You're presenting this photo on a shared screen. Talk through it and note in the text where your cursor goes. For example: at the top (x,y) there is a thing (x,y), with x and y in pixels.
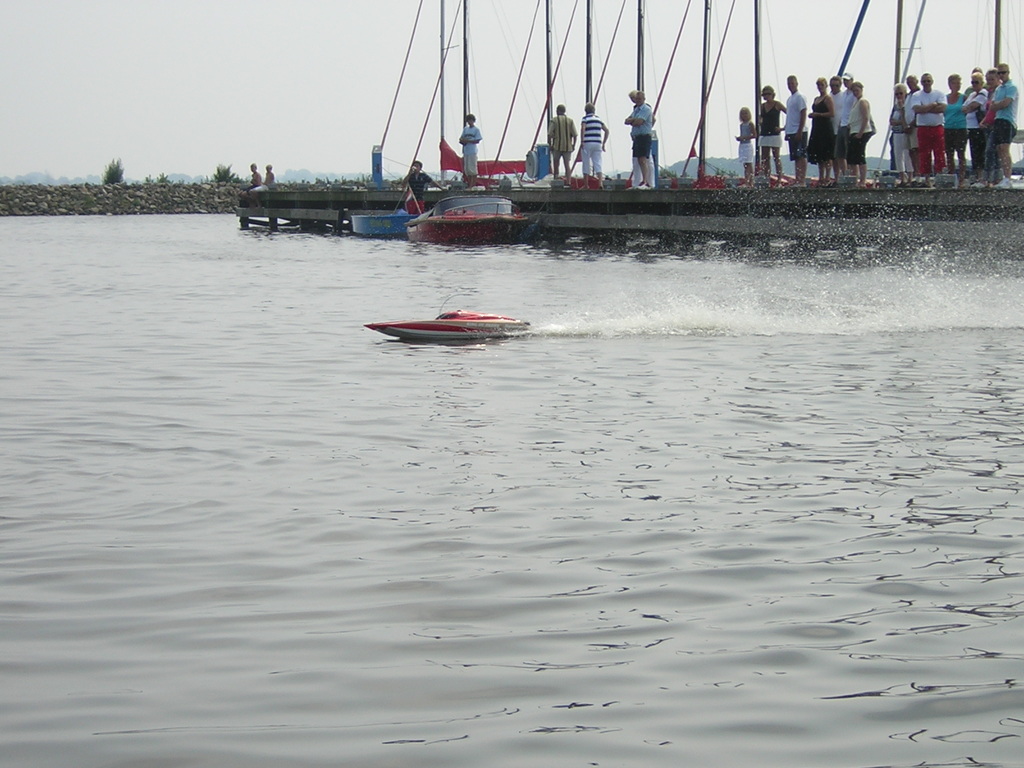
In the middle of the image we can see the rocks (363,182), trees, poles (587,92), hills (721,170) and some people (962,120) are standing on the bridge (821,206). In the foreground of the image (347,348) we can see the water (435,460) and boats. At the top of the image (284,122) we can see the sky (965,45).
